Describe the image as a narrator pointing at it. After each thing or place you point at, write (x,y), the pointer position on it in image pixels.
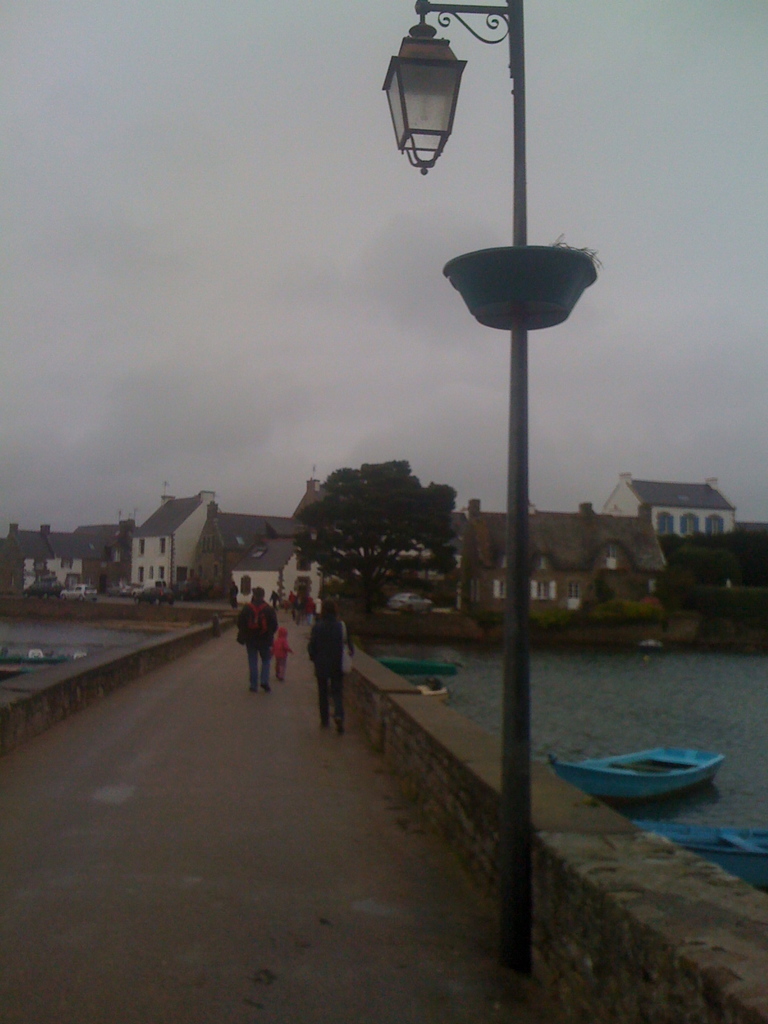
In this picture we can see a pole (508,823) with a light (425,118), walls (51,695), boats (661,787) on water (468,676), buildings (496,597) with windows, trees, vehicles (50,582) and some people (265,604) walking on the road (127,878) and in the background (284,202) we can see the sky (374,244).
